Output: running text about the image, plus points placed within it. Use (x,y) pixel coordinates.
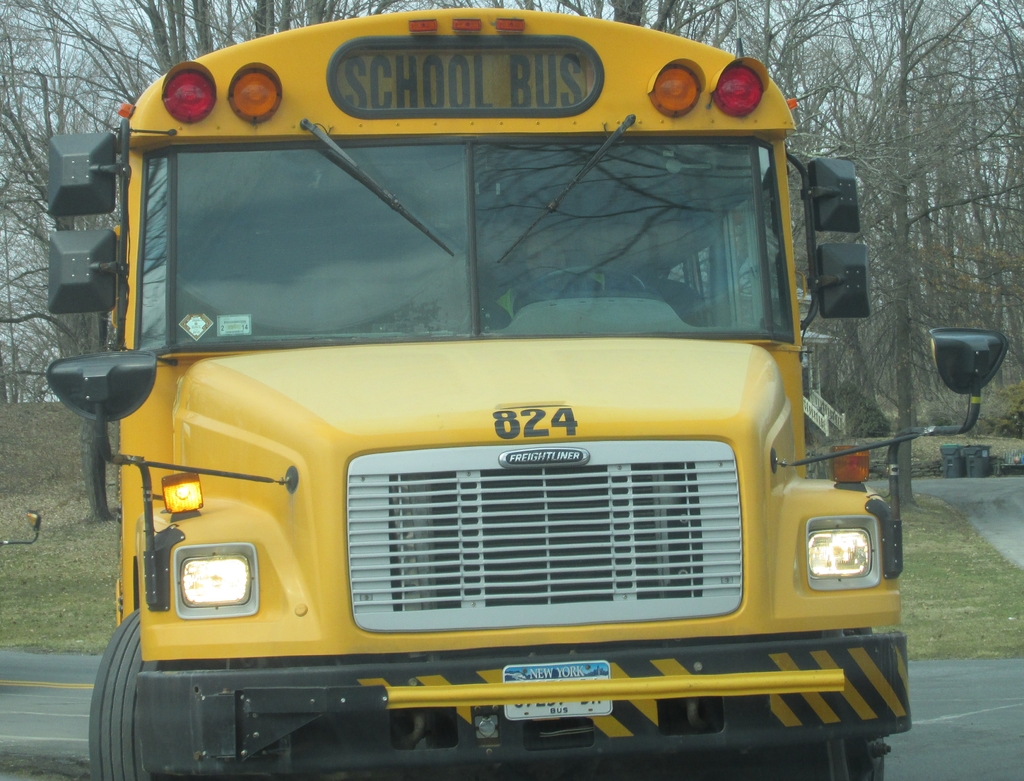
In this picture there is a school bus (538,273) in the center of the image (454,414) and there are trees (255,22) in the background area of the image (990,214).
